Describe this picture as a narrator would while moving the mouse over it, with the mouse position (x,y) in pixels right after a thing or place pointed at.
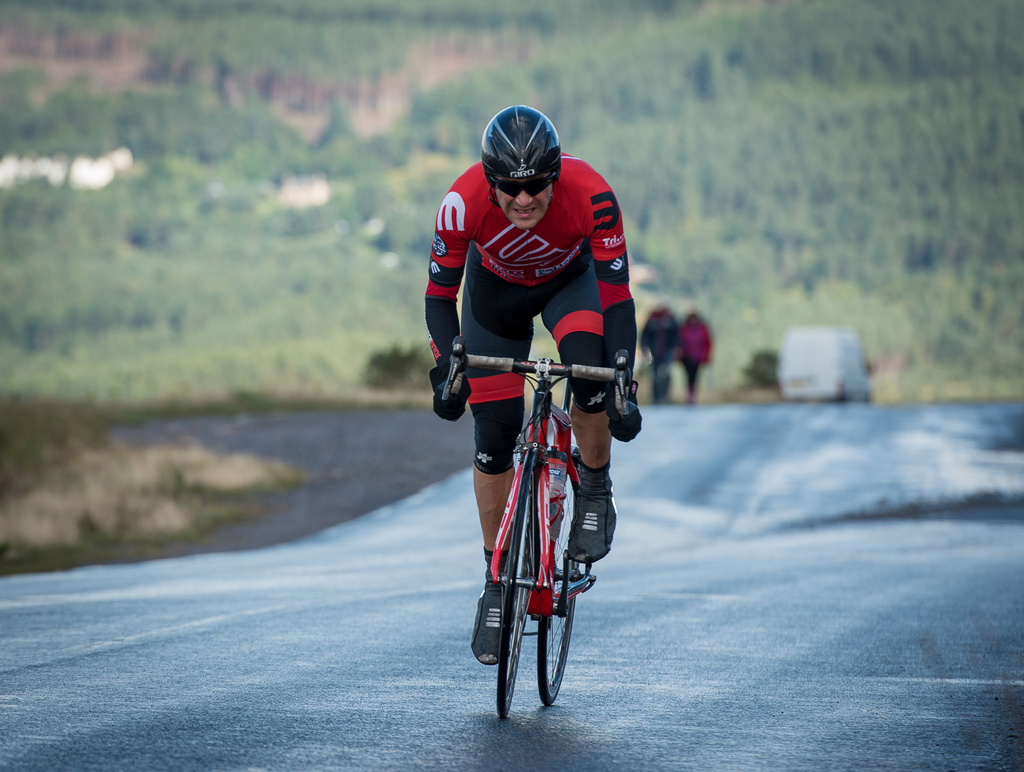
Here a man (568,380) is riding bicycle (544,487) on the road (263,565) and he wore helmet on his head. In the background (672,378) the image is blur but we can see two persons (649,336) and trees (473,143). On the right (813,372) we can see an object (810,372).
